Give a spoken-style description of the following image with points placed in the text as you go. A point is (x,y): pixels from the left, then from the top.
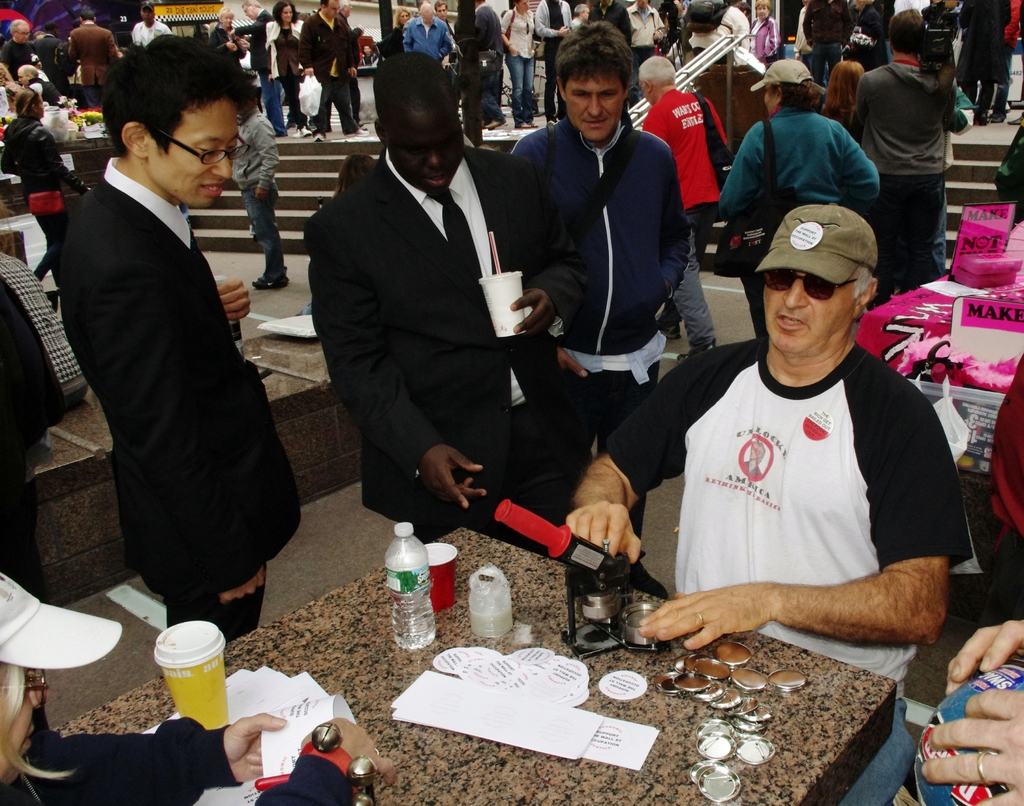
In the foreground of the picture (512,405) there are people (537,359) and a stone table (316,652), on the table (505,647) there are iron caps (711,735), papers (481,687), bottle (396,602), cups (201,653), machine (595,589) and other objects (489,602). On the right (995,238) there are pink color posters (973,300), cloth (938,329) and other objects (973,279). In the background (58,66) there are people (534,31), railing (706,49), staircase (336,150) and many objects (62,132).
